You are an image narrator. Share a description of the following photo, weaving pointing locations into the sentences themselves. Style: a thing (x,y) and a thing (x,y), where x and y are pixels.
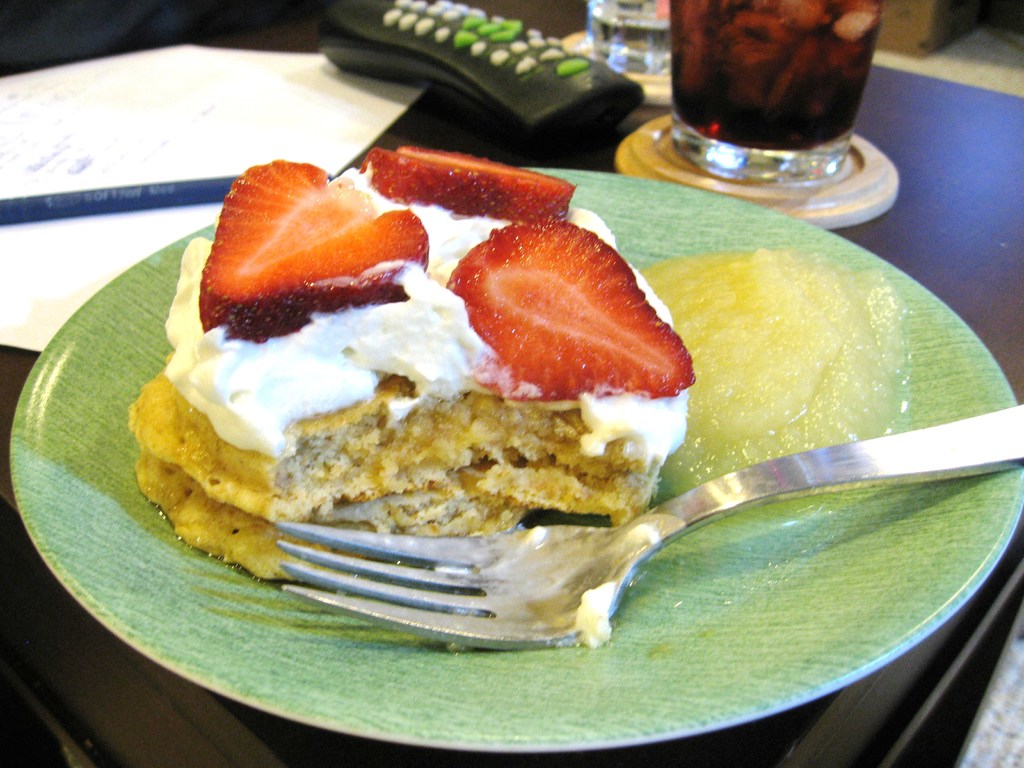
In this image there is a food item (567,421) placed on a plate (998,538) and a fork (475,547), in front of the plate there is a paper (130,159), pen (164,187), remote (464,102) and two glasses of drinks (673,66) are placed on the table (984,266).
